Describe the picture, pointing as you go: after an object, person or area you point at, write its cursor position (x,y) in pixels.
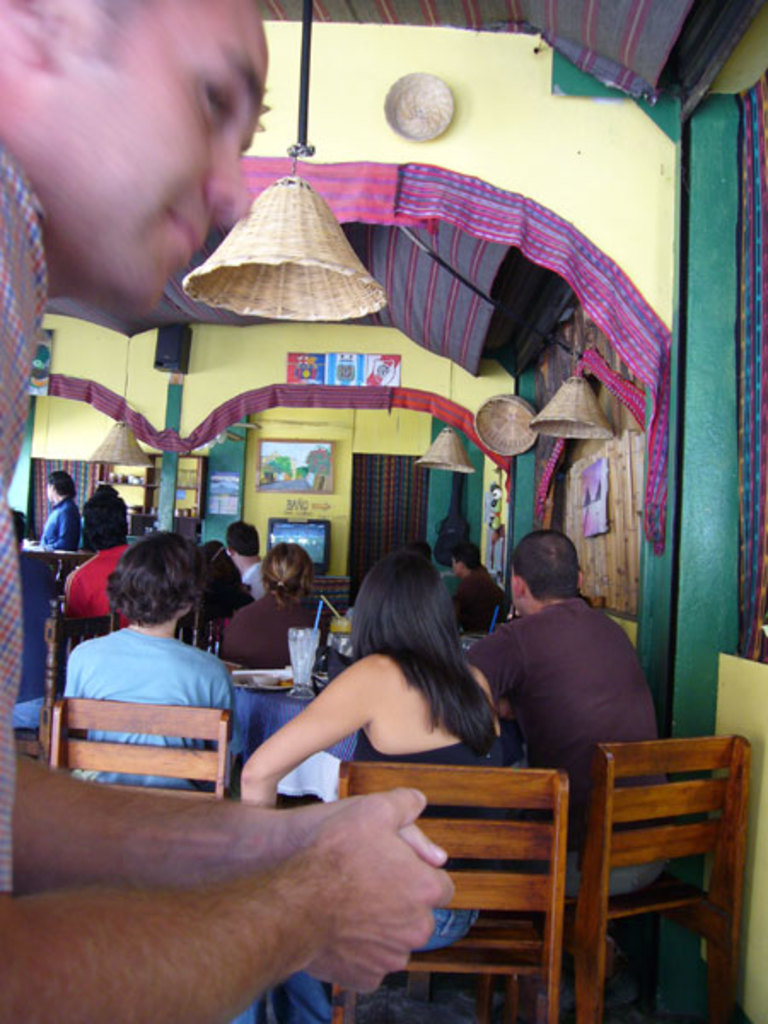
In the image there is man (314,965) sat in front (236,971). In background (475,738) there is a woman (416,690) and another man (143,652) sat on chair (220,721) in front of table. its seems to be of hotel (543,166). There are curtains (757,234) and cloth (421,256) over to the edges and, on top a light (301,201) hanging on.
